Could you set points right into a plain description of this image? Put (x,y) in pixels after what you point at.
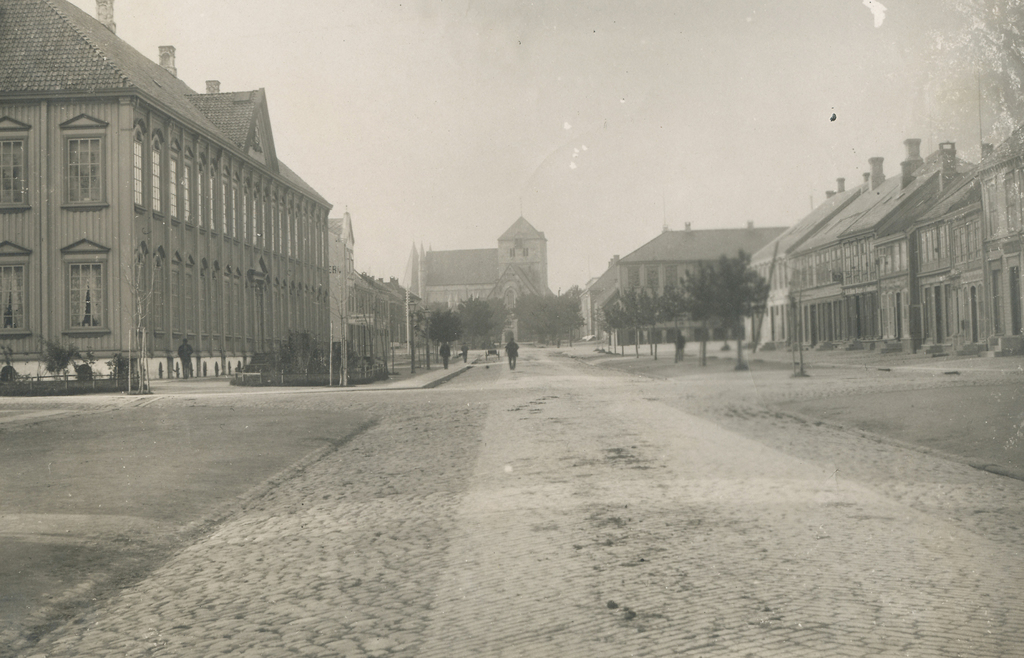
There is a black and white image. In this image, there is an outside view. There are some buildings (499,245) and trees (475,316) in the middle of the image (475,316). There is a sky (554,102) at the top of the image (448,84).
